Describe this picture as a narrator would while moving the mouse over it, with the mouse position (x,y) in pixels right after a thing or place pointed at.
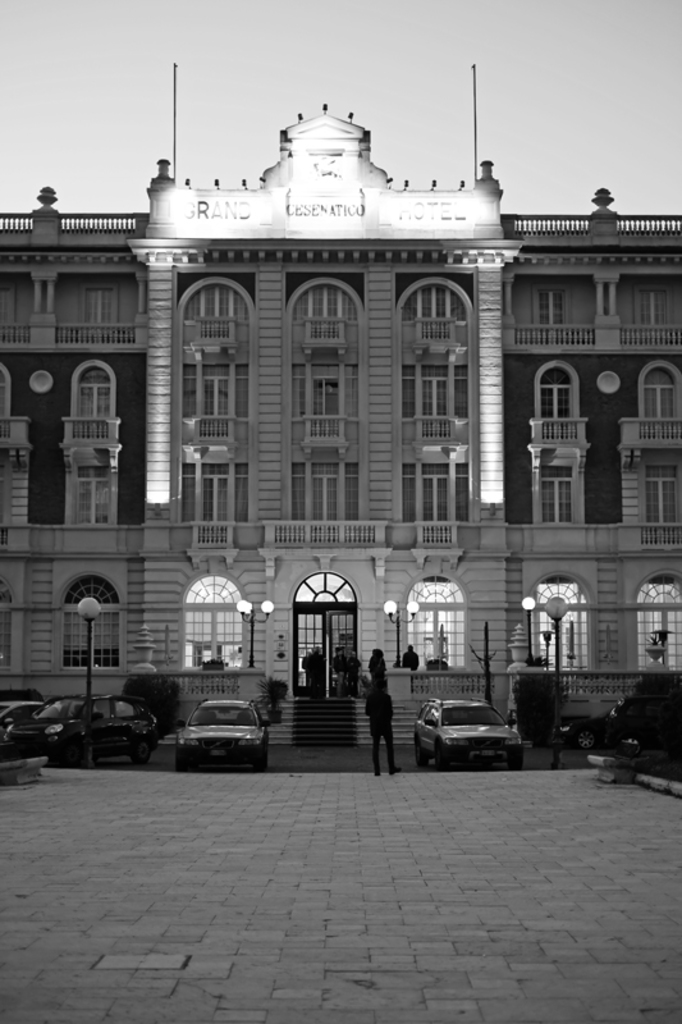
In this image we can see a building (126,377) with a signboard (251,208), windows (215,296), staircase (322,720) and a door (298,672). We can also see some plants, cars (126,741) parked aside, a group of people (314,686) and some street lamps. On the backside (427,125) we can see the sky (419,106).
